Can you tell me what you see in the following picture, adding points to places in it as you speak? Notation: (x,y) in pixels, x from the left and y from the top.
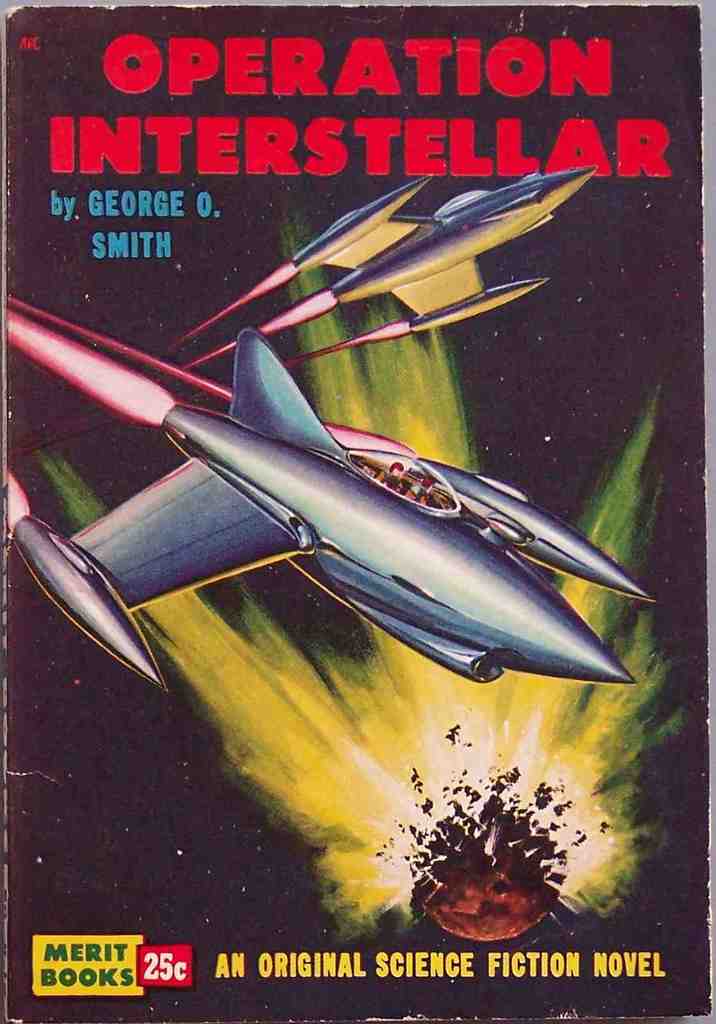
In this image we can see a book (667,243) and it looks like a book cover page (674,27) and we can see some text (564,115) and the picture (504,754) of two aircrafts (452,228).
